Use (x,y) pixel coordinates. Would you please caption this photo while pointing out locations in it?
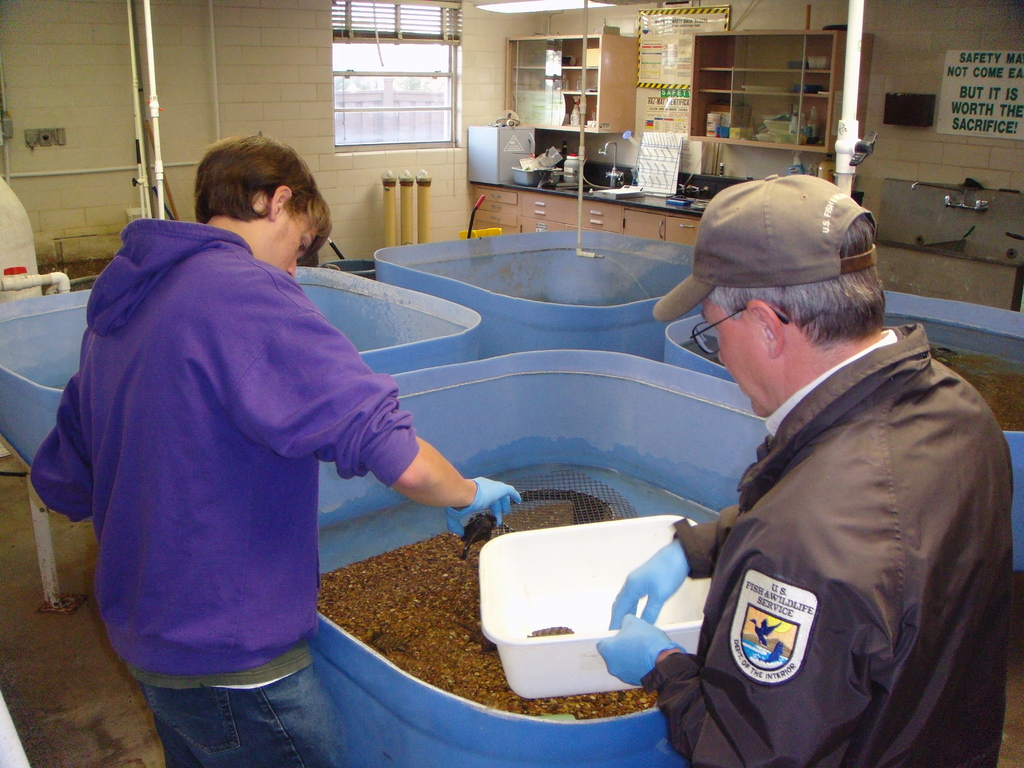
This image is taken indoors. In the background (429,106) there is a wall (270,107) with a window (409,69) and there is a window blind (365,30). There are a few pipes (155,90). There are a few cupboards (768,74) with shelves (589,68) and there are many things (713,113) on the shelves (710,80). There is a kitchen platform (562,191) with many things (647,161) on it. There is a board (966,84) with a text (977,101) on it. On the left side of the image (6,274) there is a pipe (42,283). There is a tub (48,390) and a boy (193,364) is standing and he is holding an object (472,523) in his hands (465,510). In the middle of the image (541,422) there are a few tubs (579,343) with a few things (459,576) in them. On the right side of the image (765,424) a man (824,478) is standing and he is holding a bowl (629,546) in his hands (653,592).
